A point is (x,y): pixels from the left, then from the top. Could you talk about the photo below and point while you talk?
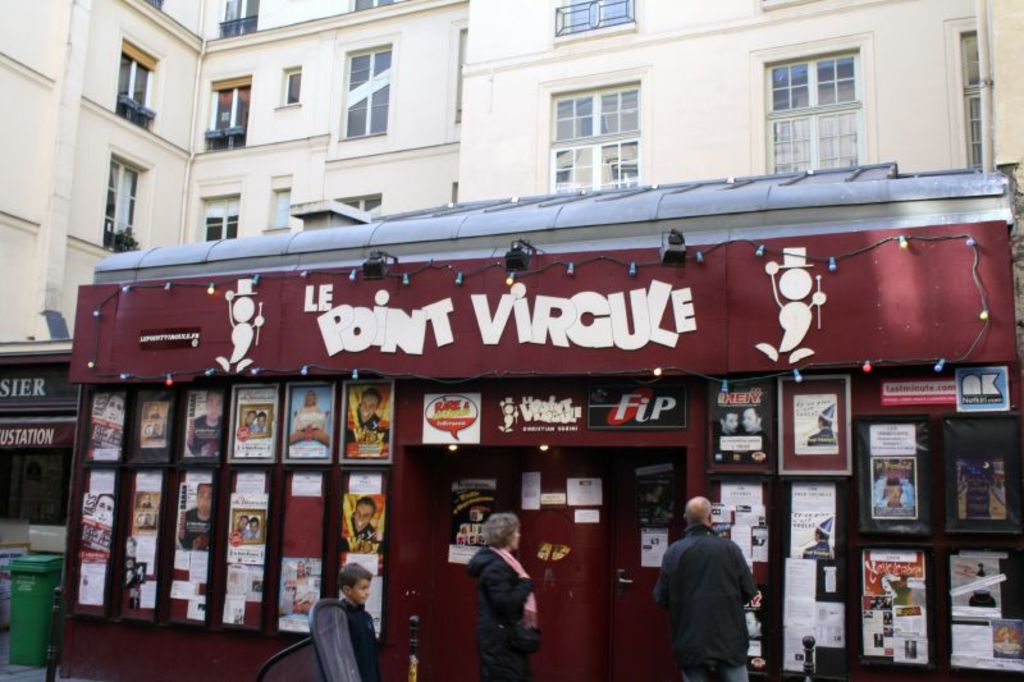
In this image, there are three persons (522,578) wearing clothes (496,584) and standing in front of the stall (500,377). There is a building (508,167) at the top of the image (480,60). There is a trash bin (35,610) in the bottom left of the image (32,600).
